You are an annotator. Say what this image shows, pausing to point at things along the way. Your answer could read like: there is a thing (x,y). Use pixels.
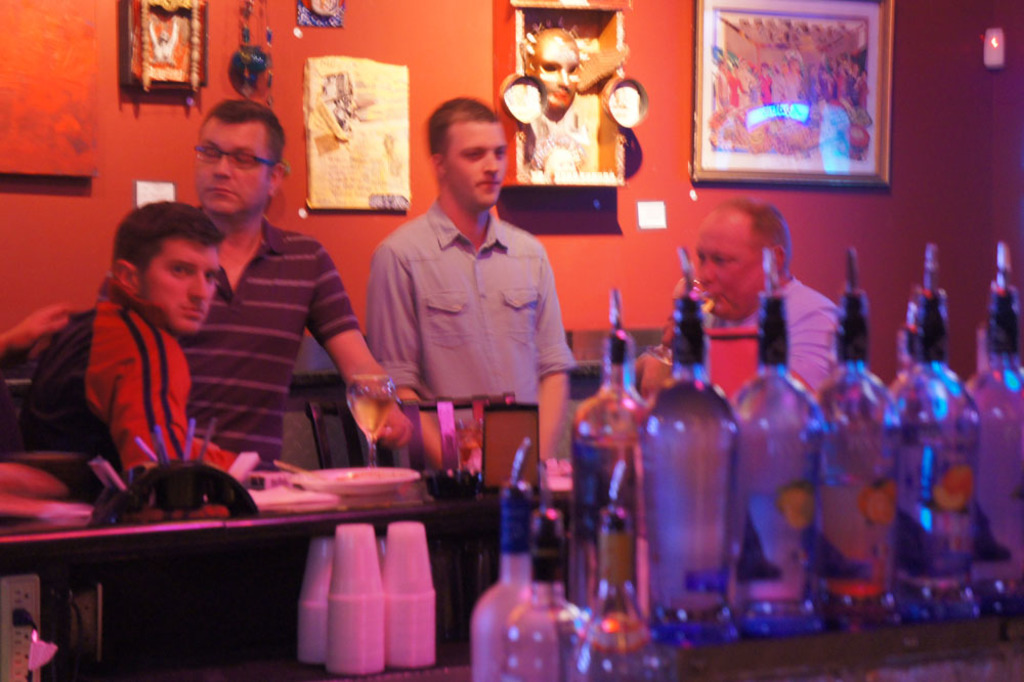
In the picture we can see a four persons (794,322), one person (187,261) sitting next to the other person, and two persons (286,261) are standing, near to them there is a table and desk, on that we can find a wine bottles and glasses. In the background (24,23) we can find photo frames (542,79) to the wall (656,292).
